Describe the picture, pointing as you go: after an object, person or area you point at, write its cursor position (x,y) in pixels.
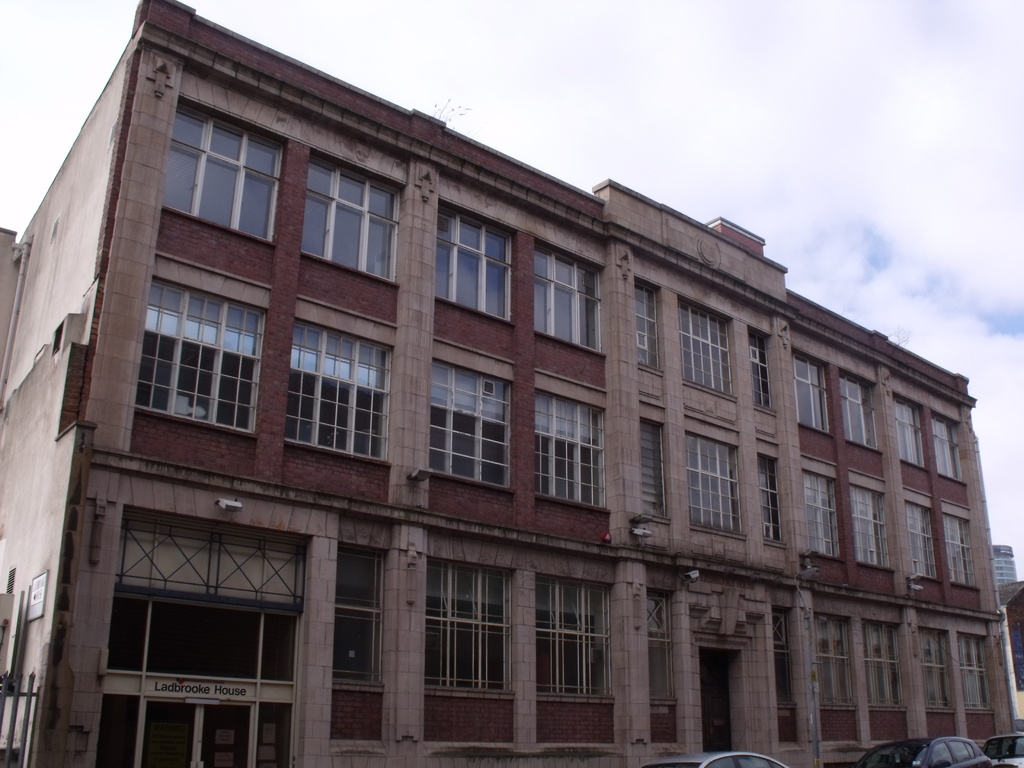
In the picture we can see a building (268,484) with a window (469,672) and near to the building (943,728) we can see some cars (715,758) are parked and in the background (666,157) we can see a sky (955,360) with clouds (955,360).
